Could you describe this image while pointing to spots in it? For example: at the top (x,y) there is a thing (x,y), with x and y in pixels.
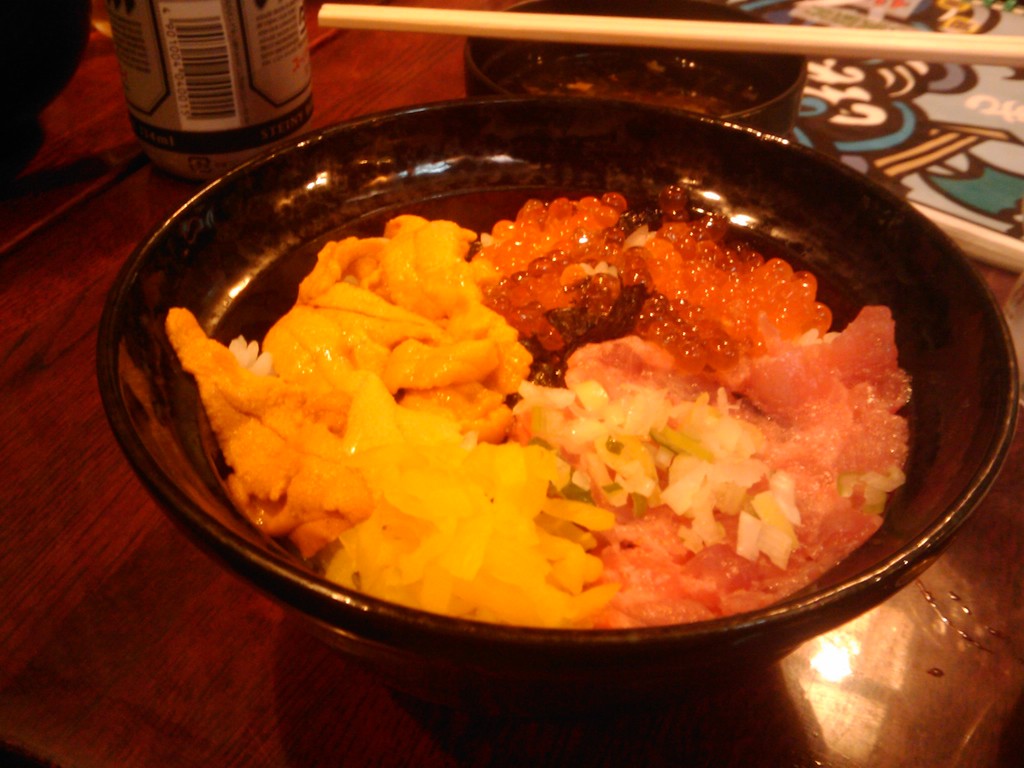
In the image on the wooden surface (856,697) there is a bowl (926,321) with food item (754,367) in it. Behind the bowl (543,98) there is an object (703,82) with chopsticks (1018,45) on it. And also there is a bottle (250,58). And on the wooden surface (103,28) there is an object (956,164) with images (900,67) on it.
